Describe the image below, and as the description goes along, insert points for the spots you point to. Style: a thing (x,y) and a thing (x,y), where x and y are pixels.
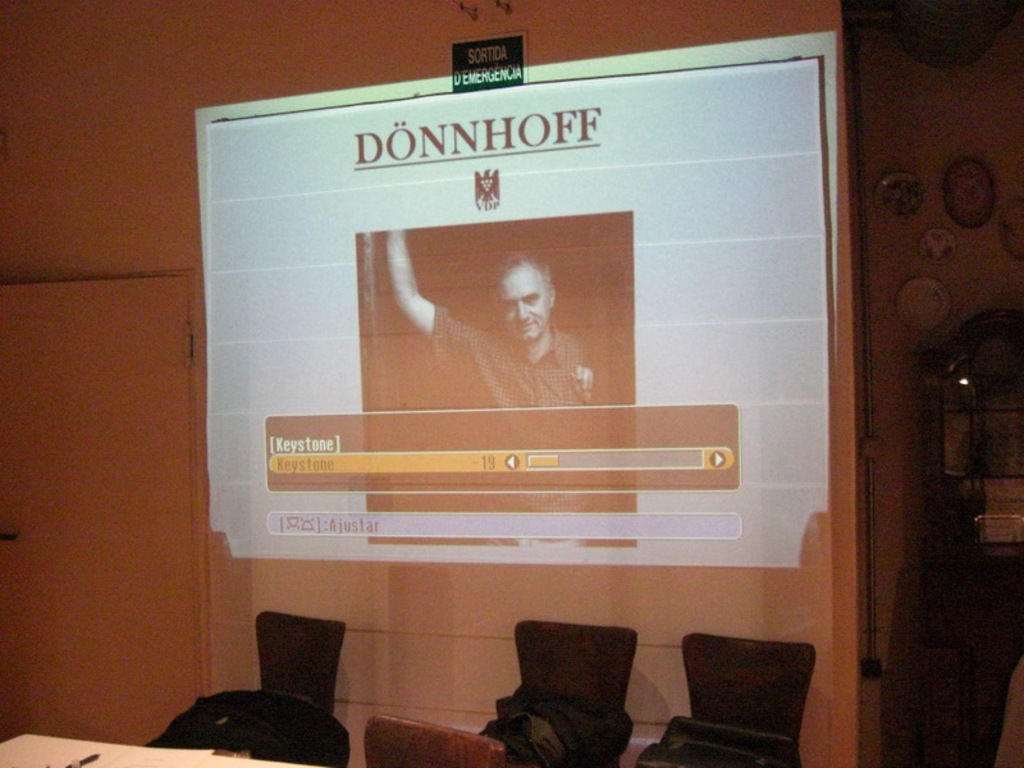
This image is taken indoors. At the bottom of the image (88,747) there is a table (72,755) with a few things (93,758) on it and there are a few empty chairs (459,728). In the background (776,429) there is a wall (787,581) with a projector screen (444,210) and a door (167,453). On the right side of the image (952,216) there are a few plates (927,305) on the wall (904,268).
